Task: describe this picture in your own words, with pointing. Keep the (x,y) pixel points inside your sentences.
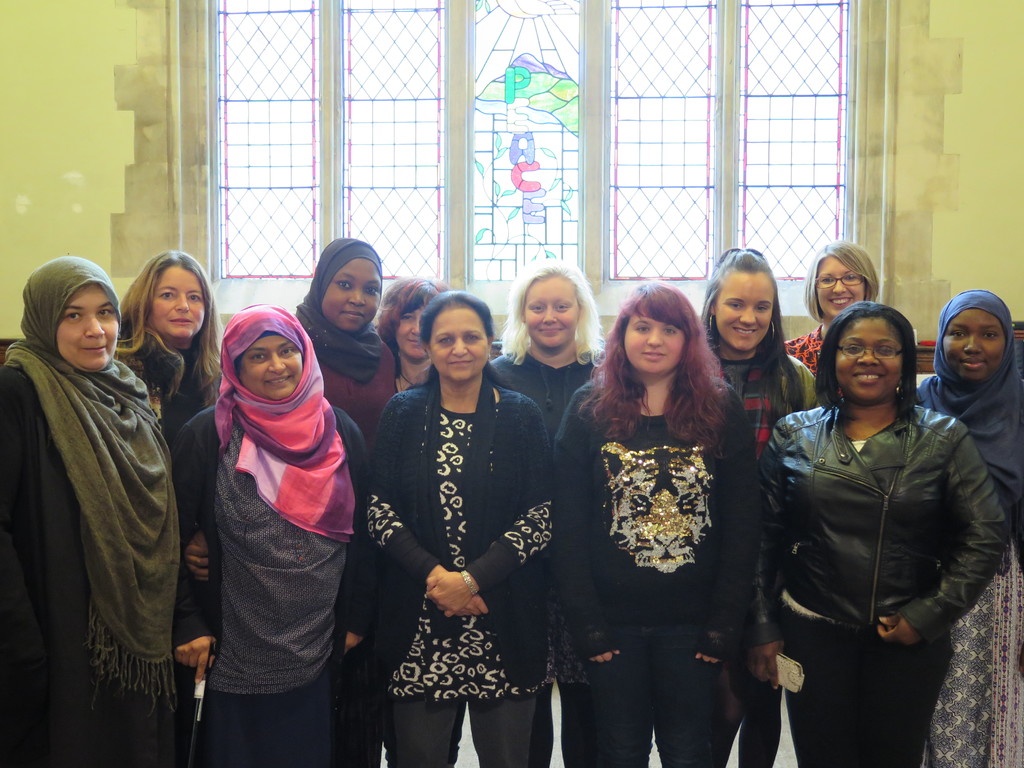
In this picture we can see a group of people (361,465) standing on the path (473,723) and behind the people (312,623) there is a wall (1014,302) with a window (545,152).
